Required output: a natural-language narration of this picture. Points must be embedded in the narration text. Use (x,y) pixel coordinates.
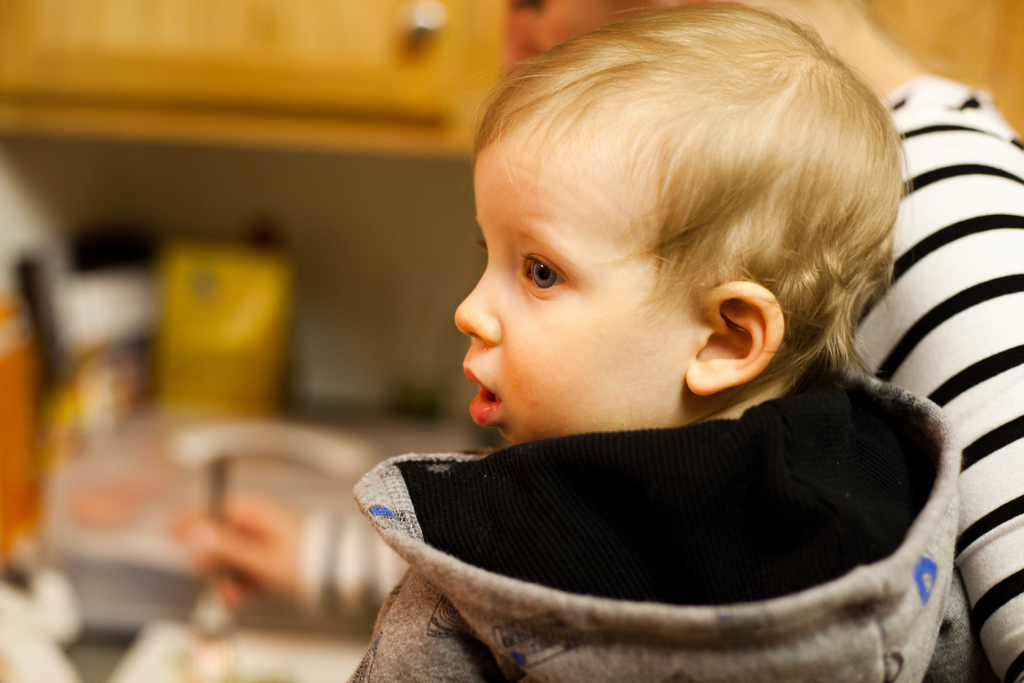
In this image we can see a kid (664,608) and a lady (955,350). In the background (178,130) there is a cupboard (255,129) and we can see some objects (179,413).
